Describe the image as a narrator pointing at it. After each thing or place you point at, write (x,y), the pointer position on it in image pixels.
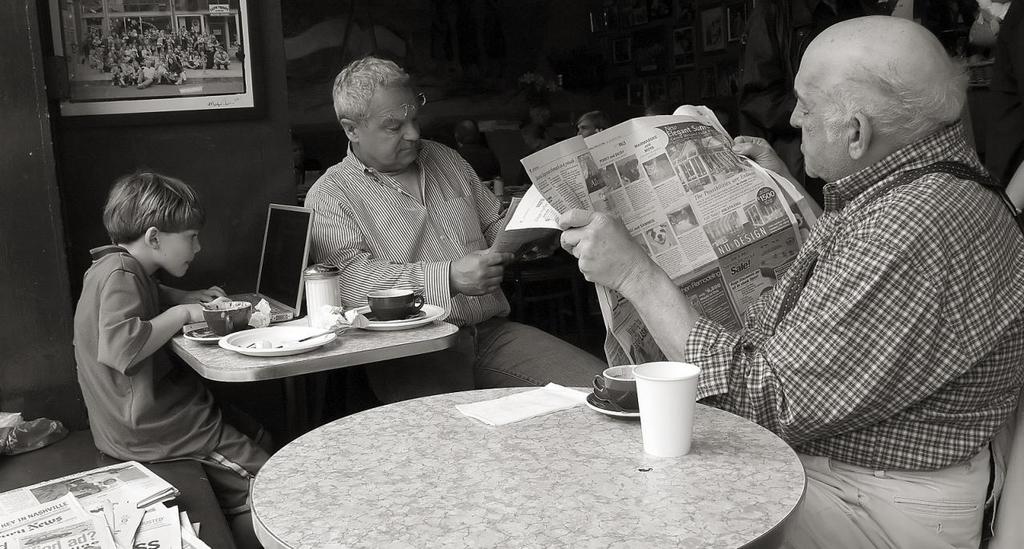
In the image we can see there are people (836,209) who are sitting on chair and a kid (133,262) is playing with laptop (260,262) and other two men (379,144) are reading newspaper (782,236) and the image is in black and white colour.
